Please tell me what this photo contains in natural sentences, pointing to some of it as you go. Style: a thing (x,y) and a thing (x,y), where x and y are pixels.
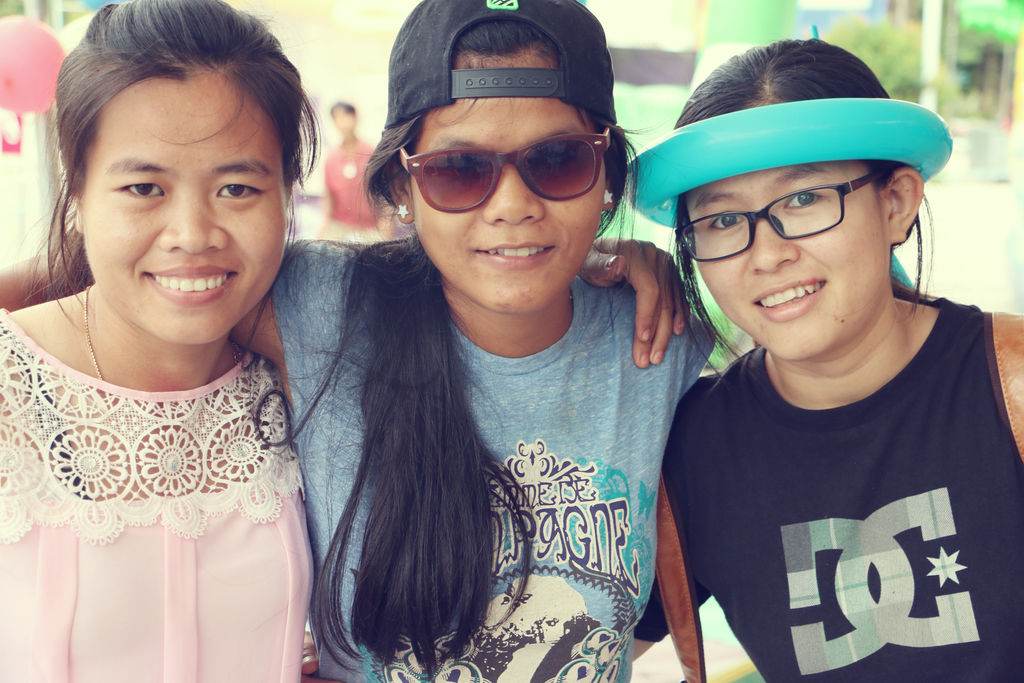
In this image there are three women (660,324) standing. They are smiling. The woman (537,269) in the center (510,271) is wearing a cap (445,45). Behind them there is a person (343,108) standing. In the top left (34,76) there is a balloon (40,48) to the metal rod (56,14). The background (44,18) is blurry.
